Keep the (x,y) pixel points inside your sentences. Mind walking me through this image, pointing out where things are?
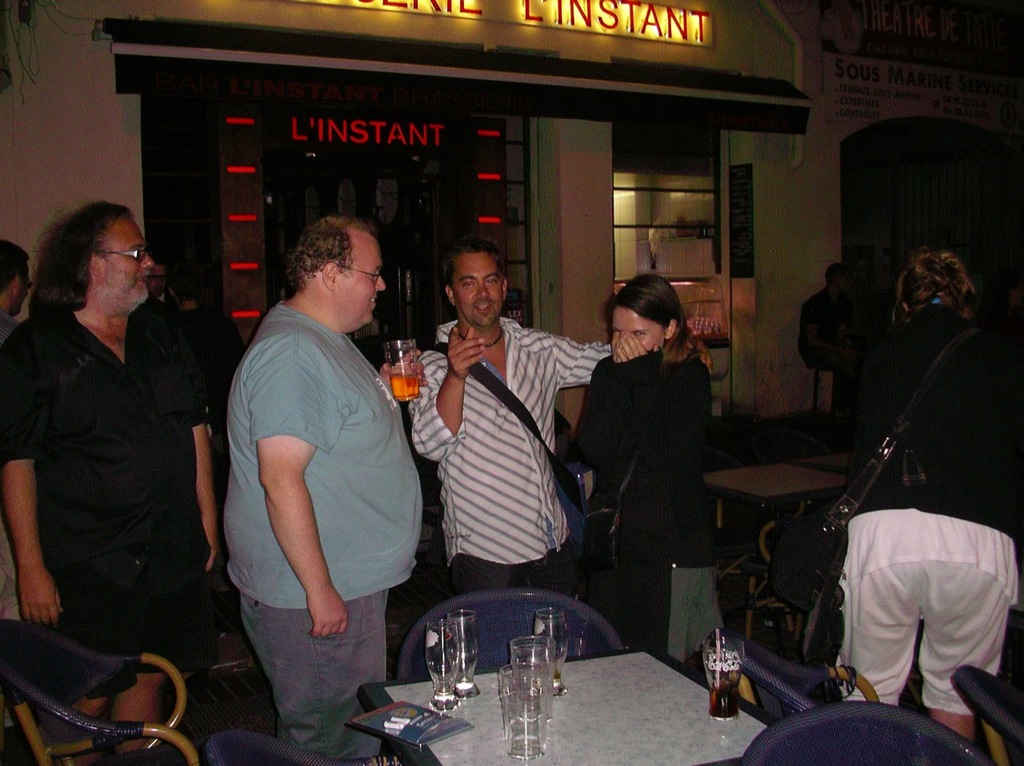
In this image we can see some people (484,425) standing. In that a man (383,451) is holding a glass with beer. We can also see a table (610,722) containing some glasses (502,666) and a book (420,738). On the backside (493,237) we can see a building (522,285) with windows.
